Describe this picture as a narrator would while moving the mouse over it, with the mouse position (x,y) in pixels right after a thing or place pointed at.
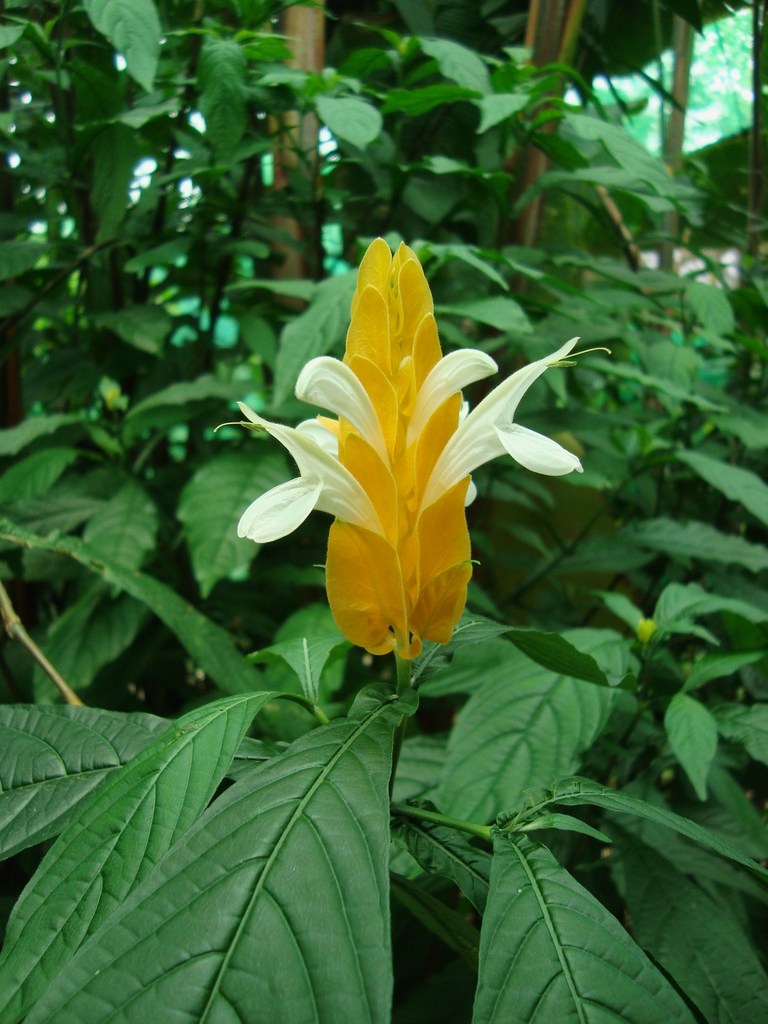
In this picture I can see the yellow flower (411,444) on the plant (421,642). At the bottom (432,760) I can see the leaves (168,947). In the background (582,204) I can see the shed (690,133) and other plants (555,136).
